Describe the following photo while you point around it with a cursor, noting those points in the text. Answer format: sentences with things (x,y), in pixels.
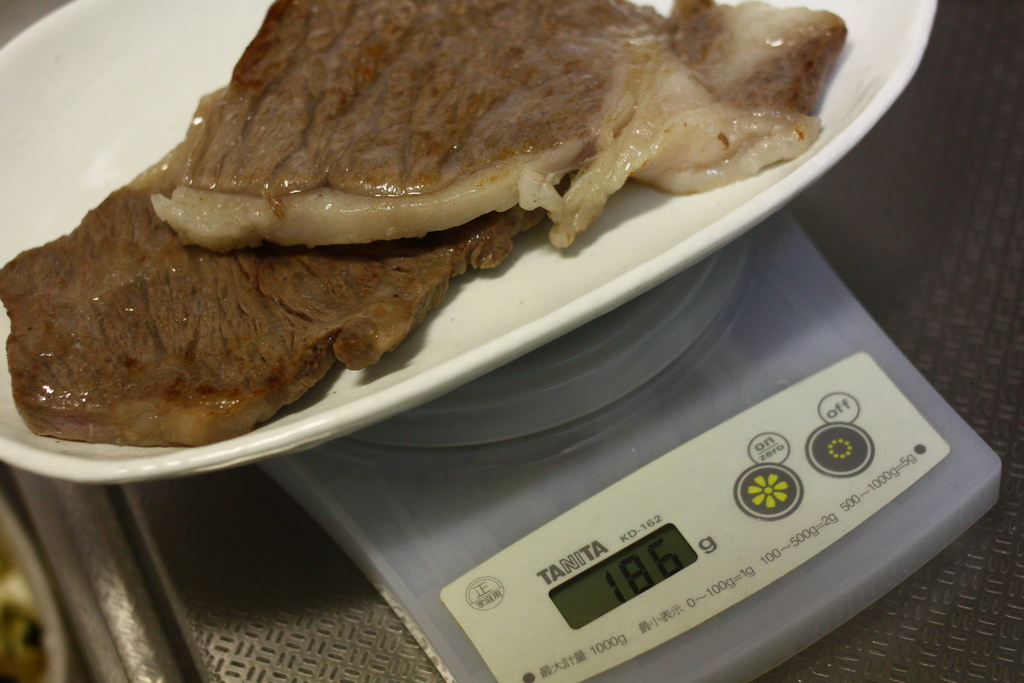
In this image, we can see a weighing machine (755,227), we can see some non veg (200,249) on the plate (529,271).
